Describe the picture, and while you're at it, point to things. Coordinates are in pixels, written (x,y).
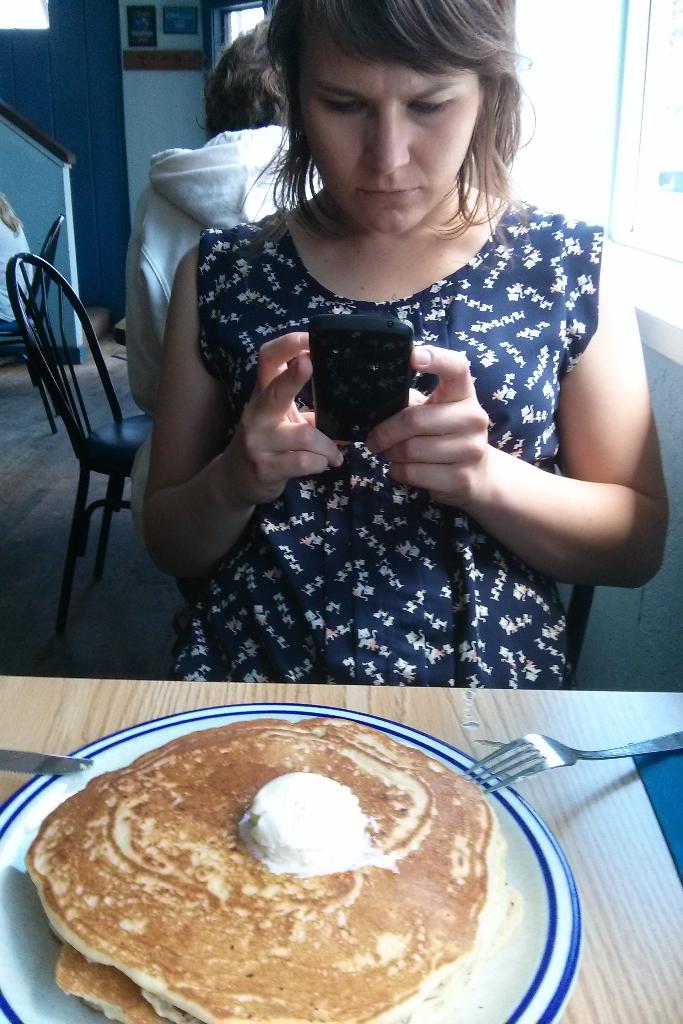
In this picture we can see food (272,765) is in the plate (534,914), and the plate (509,824), fork (538,743), knives (23,762) are on the table (609,855), in front of the table (450,708) a lady (477,442) is seated on the chair (572,614) and she is looking into mobile (371,360).
